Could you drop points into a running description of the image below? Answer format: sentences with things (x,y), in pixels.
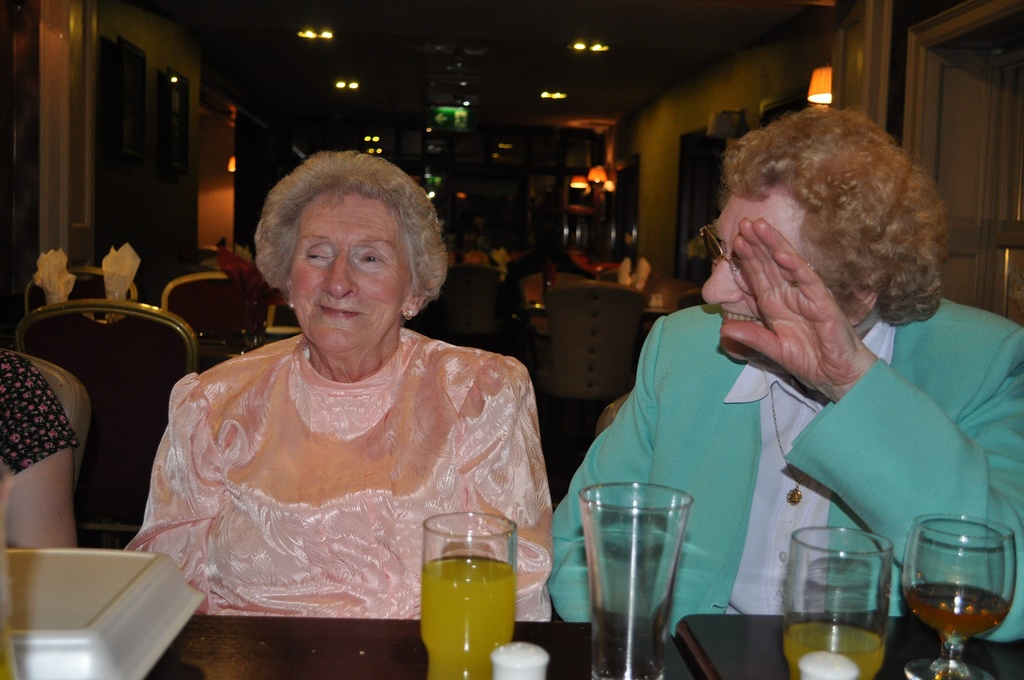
In this image, we can see few people (7,516) are sitting on the chairs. Here two women (872,460) are smiling. At the bottom (273,669), we can see tables (260,665). Few objects (498,648) are placed on it. Background (181,102) we can see few chairs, tables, walls (114,212), photo frames (118,138), lights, sign board (450,120) and door (1023,169). Here we can see tissue papers (60,290) on the tables (653,280).
